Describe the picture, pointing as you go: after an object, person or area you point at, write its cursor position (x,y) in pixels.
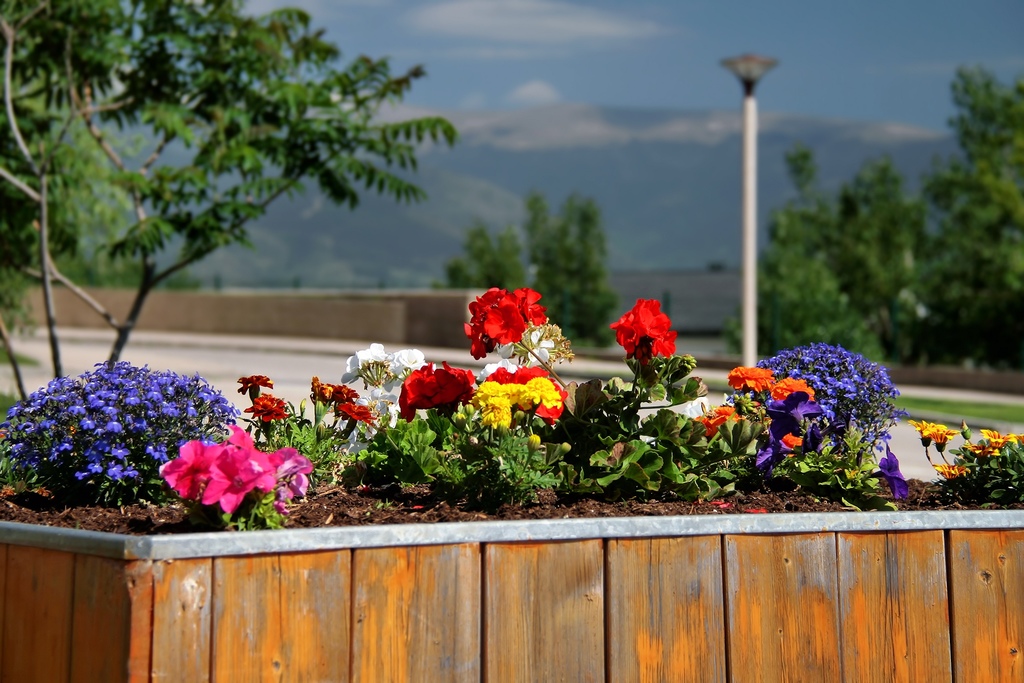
In this image we can see the blue color flowers (58,481), pink color flowers (284,496), red color flowers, yellow color flowers (996,443), white color flowers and orange color flowers (978,450) to the plants (666,387). Here we can see the wooden surface (581,566). The background of the image (1022,143) is blurred, where we can see trees (1009,145), light poles (761,72), hills (650,144) and the sky (733,33) with clouds (461,35).
